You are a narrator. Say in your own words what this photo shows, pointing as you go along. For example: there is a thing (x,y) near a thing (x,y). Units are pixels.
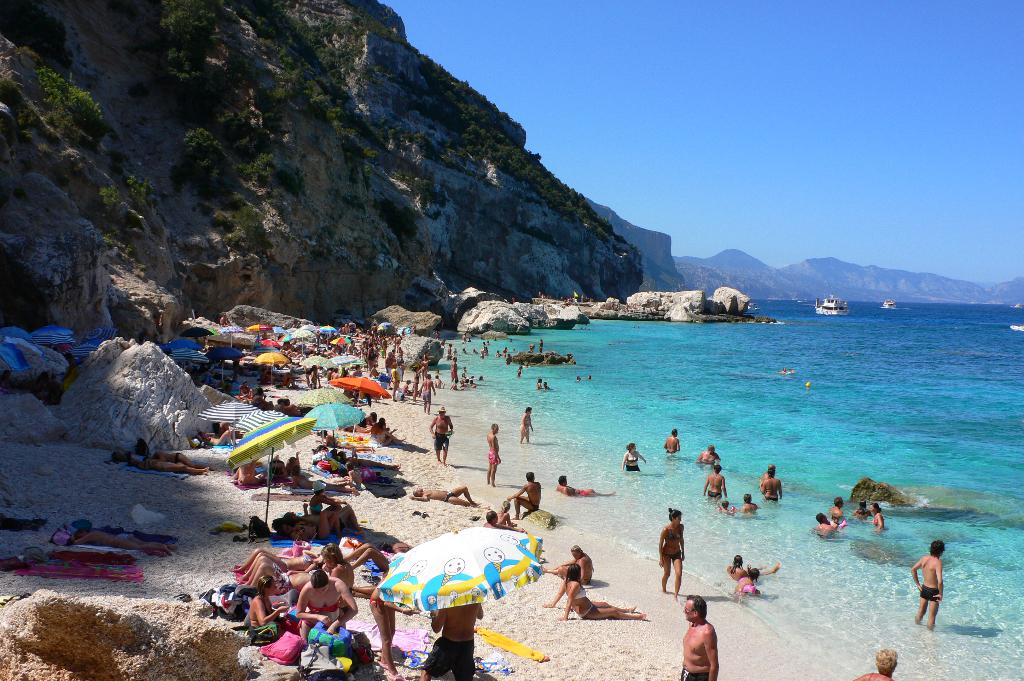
Here we can see many people (341,558) on the sand (203,539) where few are lying, sitting and walking on the sand (450,483) and we can also see umbrellas (245,453) and few persons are in the water (570,411). In the background (369,257) there are ships (816,301) on the water (762,399), mountains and sky (643,114).
